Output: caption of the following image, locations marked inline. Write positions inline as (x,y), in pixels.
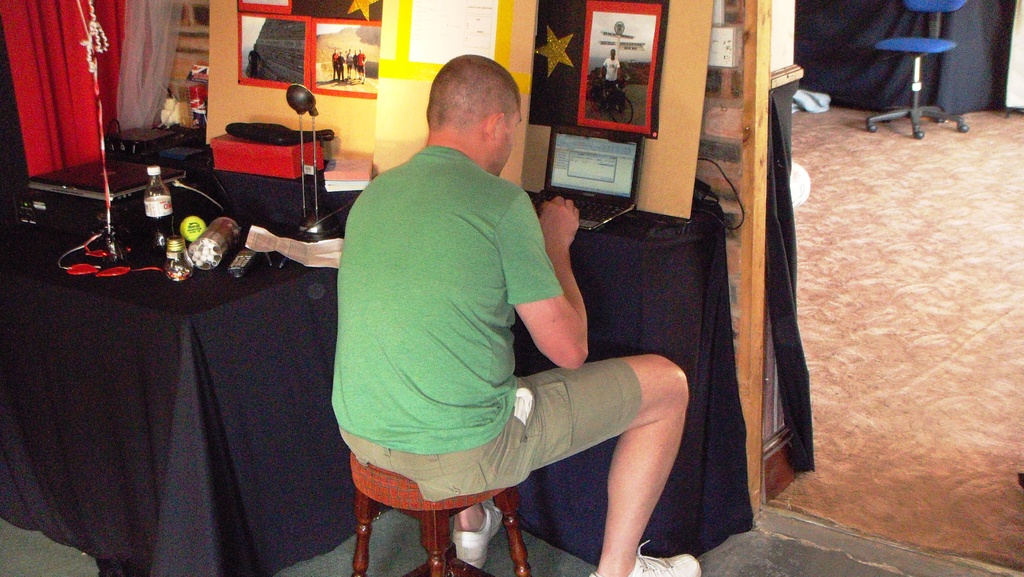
In the picture we can see inside the house (765,375) a man (642,449) sitting on the stool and doing work in the laptop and besides, we can see some things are placed on the table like laptop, books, bottle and behind it, we can see a wall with photo frames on it and beside it, we can see two curtains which are red and white in color and beside the man (639,463) we can see another room (878,23) in it we can see a floor mat (876,235) and far away we can see a chair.
